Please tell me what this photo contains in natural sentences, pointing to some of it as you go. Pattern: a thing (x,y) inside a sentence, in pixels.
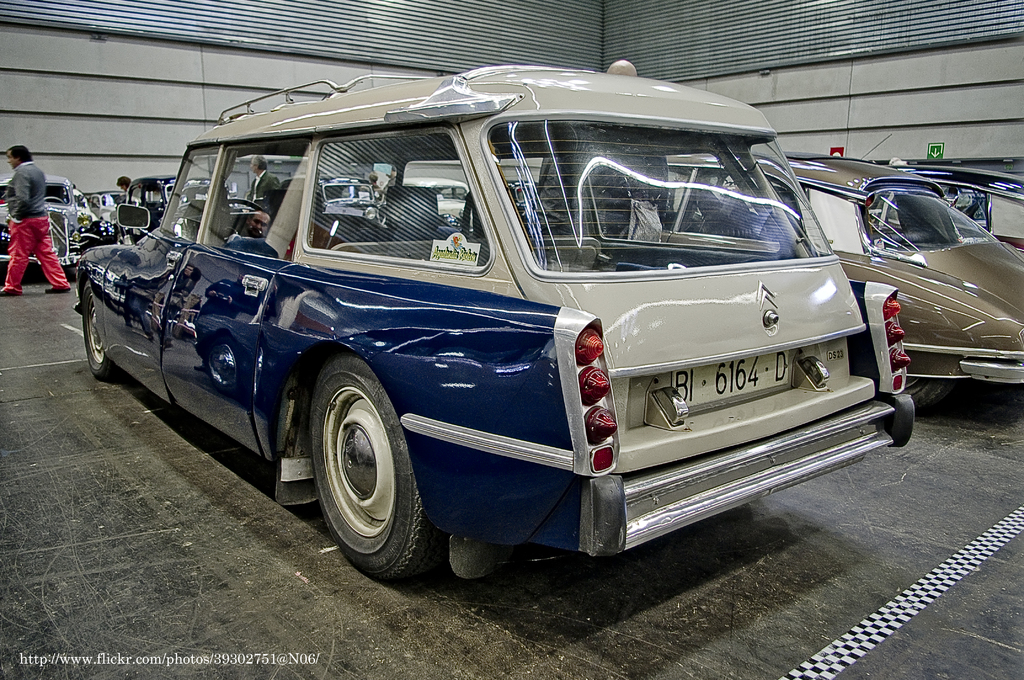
In this image, there are a few vehicles (76,214) and people (38,246). We can see the ground (208,548). We can also see the reflection (108,279) of people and a few cars (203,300) on the door (190,378) of one of the vehicles (381,499). We can see the wall (211,44) with some metal object (631,36). We can also see some text (39,659) on the bottom left corner (80,663).
